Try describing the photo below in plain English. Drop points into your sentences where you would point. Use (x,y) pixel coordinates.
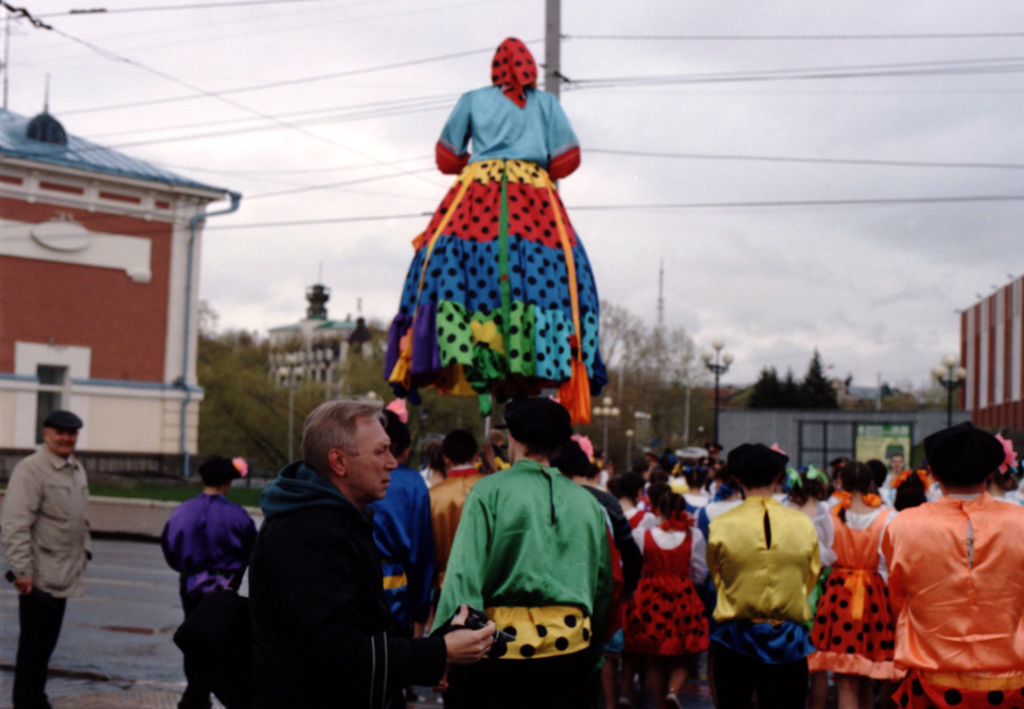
In this image we can see a group of people (599,552) on the road (105,612). We can also see a person (318,700) holding a camera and a costume (526,392) with a frock (487,406) to a stick (487,428). On the left side (87,336) we can see a person (44,497) standing, a building (38,371) at the back (87,336). And some grass (143,494) on the backside (124,498). We can see a building (323,331), trees (327,390), pole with wires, street poles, wall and the sky (754,330) which looks cloudy.
